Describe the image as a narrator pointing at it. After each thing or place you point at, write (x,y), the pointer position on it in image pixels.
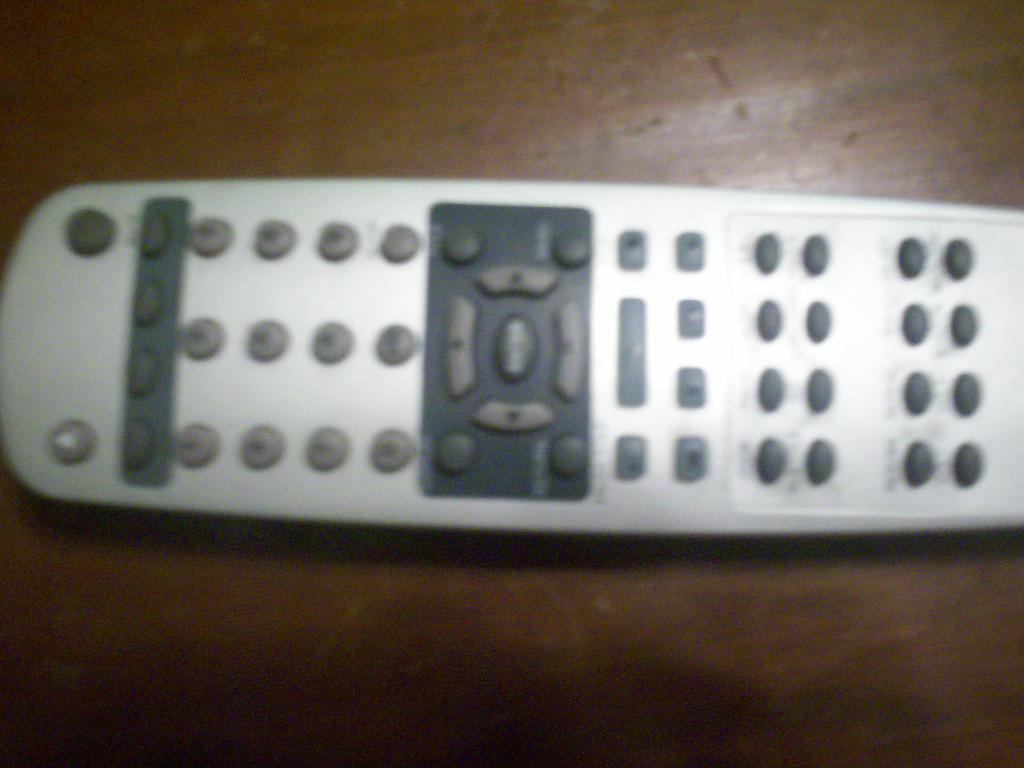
In this picture there is a remote (667,327) and there are buttons (409,359) with numbers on the remote (669,303). At the bottom (866,658) there is a wooden floor (625,105).
